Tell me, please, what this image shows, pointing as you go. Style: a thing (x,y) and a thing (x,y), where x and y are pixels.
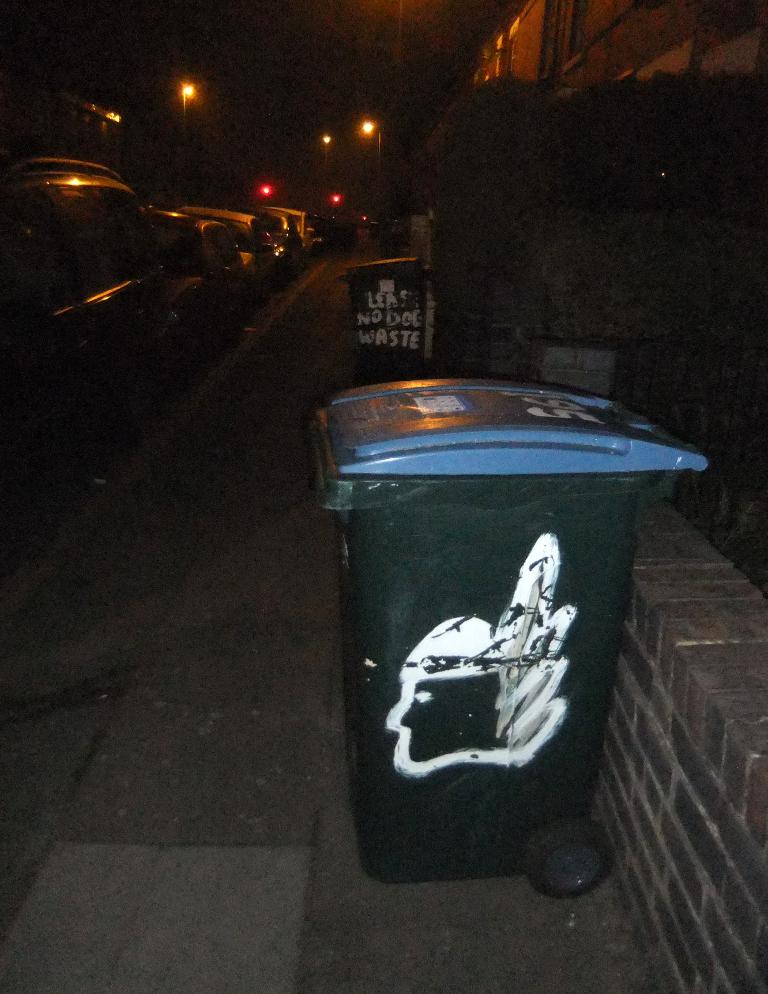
In this image there is a footpath (235,486) on which there are two dustbins (377,436). Beside the footpath (320,313) there is a road (189,395) on which there are cars (210,262). In the background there are street lights (362,129). This image is taken during the night time.
